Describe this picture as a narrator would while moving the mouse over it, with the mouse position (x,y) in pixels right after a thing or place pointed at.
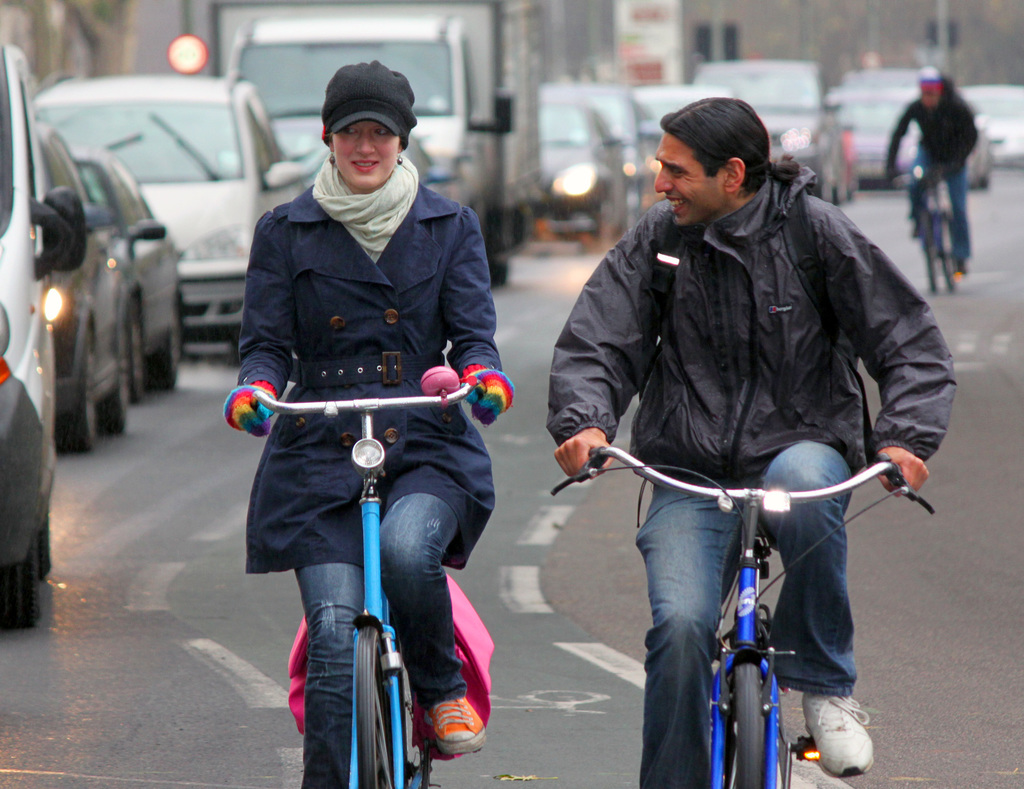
There is a man (846,419) and woman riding bicycle (749,592) behind them the other person (975,137) riding bicycle (959,272) and some cars (6,430) parked on the road (961,288).
